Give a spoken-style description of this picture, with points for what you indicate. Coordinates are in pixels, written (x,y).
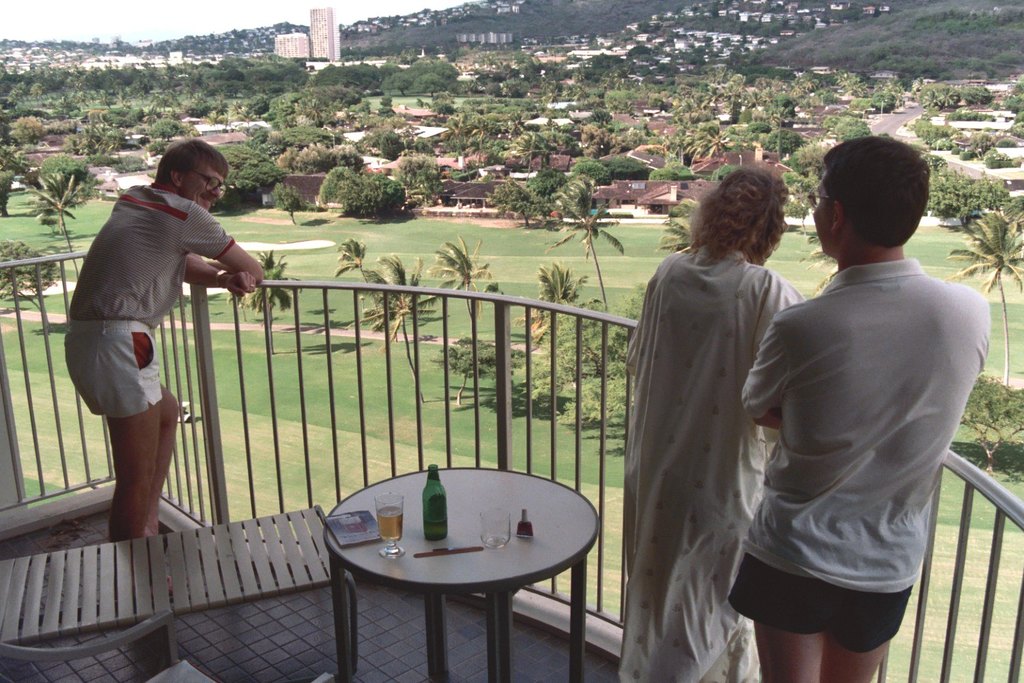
There are three members (116,288) standing near the railing (605,423). Behind them there is a bench (280,536) and a table (517,540) on which a bottle (430,508), glass (396,522) were placed. In the background (493,170) there are some houses (547,121), trees (316,111) and a hill (441,48) here.
